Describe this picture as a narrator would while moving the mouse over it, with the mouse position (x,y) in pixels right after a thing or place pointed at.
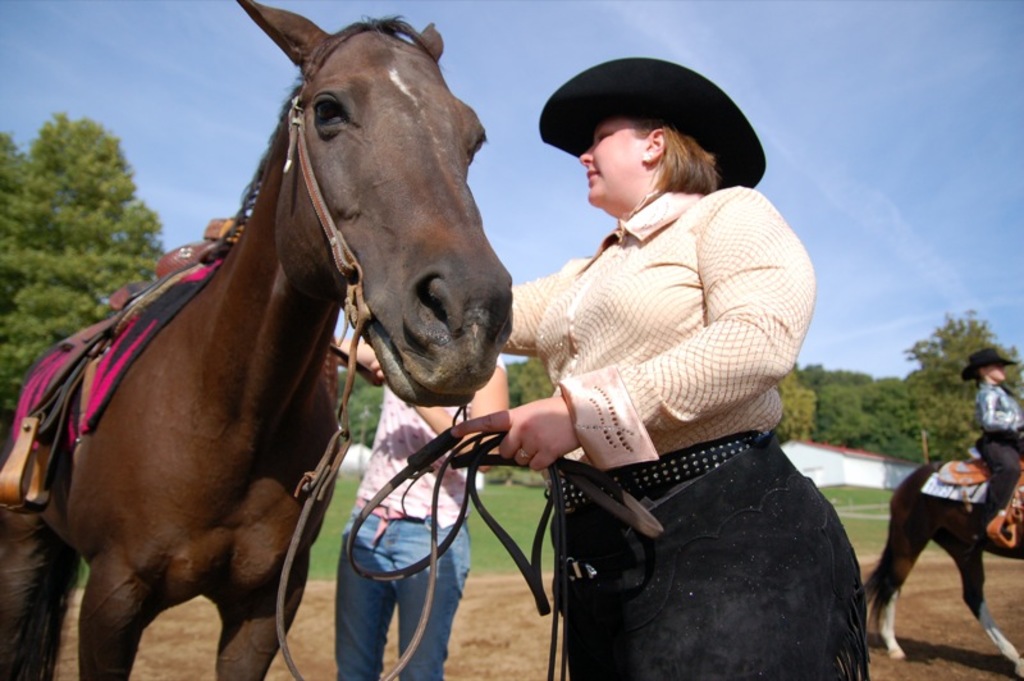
In this image we can see three persons (808,531), there are two horses (921,501), one person (989,393) is riding on the horse (925,520), another person (535,444) is holding the ropes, there are trees (923,386), also we can see the wall (843,478), and the sky (780,101).
